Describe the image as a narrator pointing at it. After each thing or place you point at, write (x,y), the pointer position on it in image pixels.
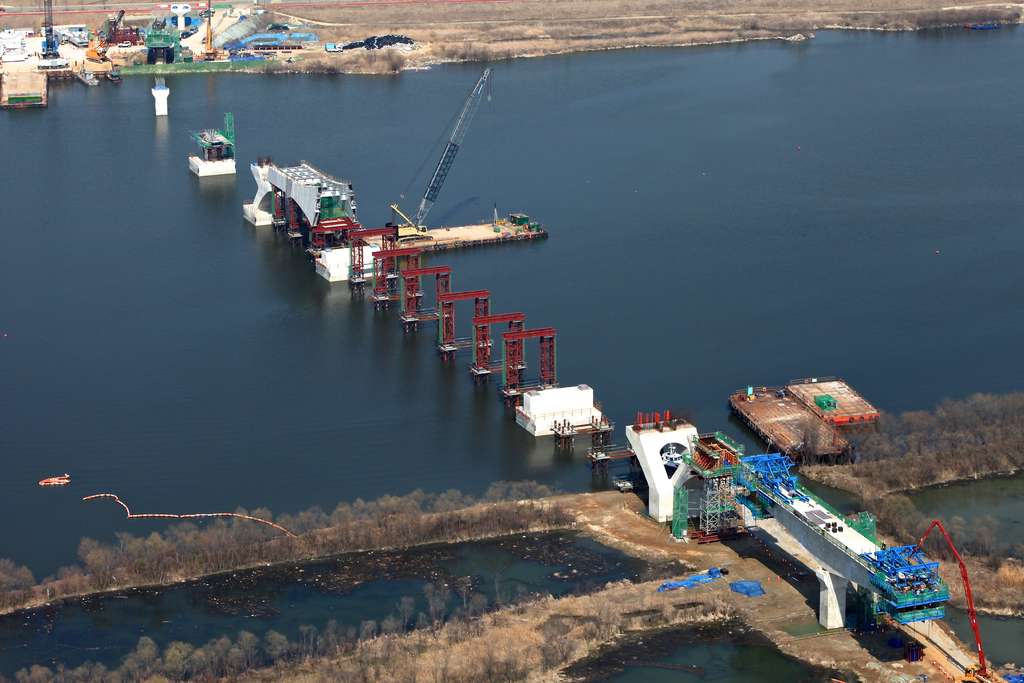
In this image, we can see some trees (356,515). There are some pillars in the water (373,316). There is a crane (485,72) in the middle of the image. There are some objects (120,36) in the top left of the image (126,32).
